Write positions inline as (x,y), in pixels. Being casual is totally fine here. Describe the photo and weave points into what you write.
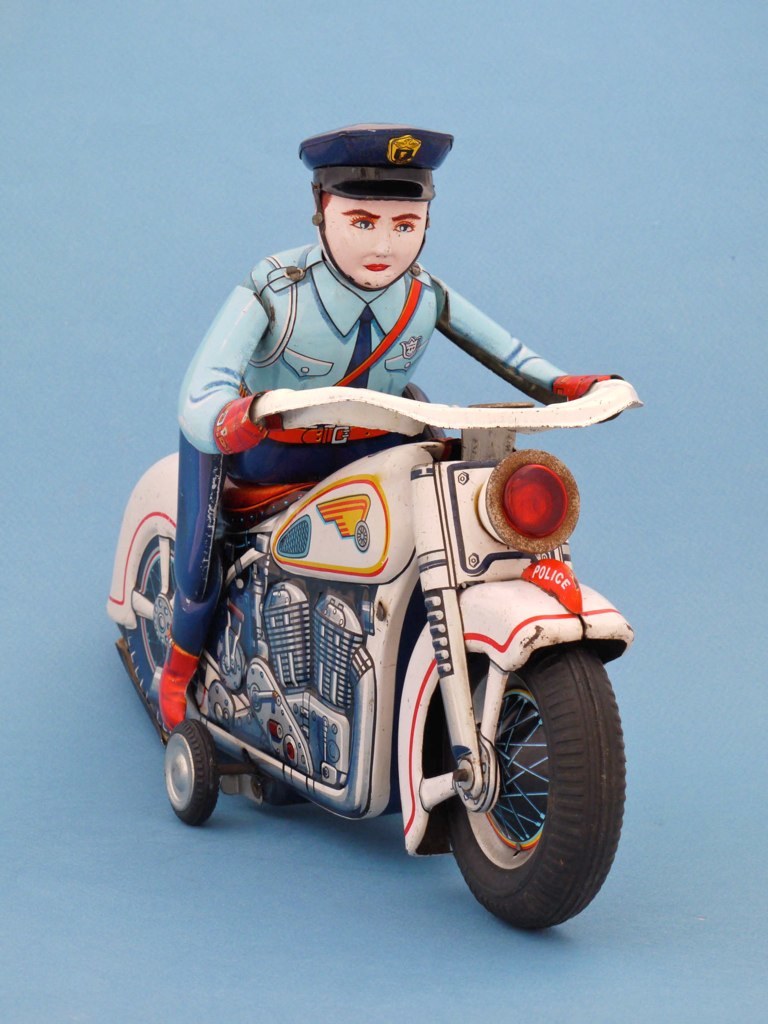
As we can see in the image there is a man (359,199) sitting on motorcycle (487,736).
